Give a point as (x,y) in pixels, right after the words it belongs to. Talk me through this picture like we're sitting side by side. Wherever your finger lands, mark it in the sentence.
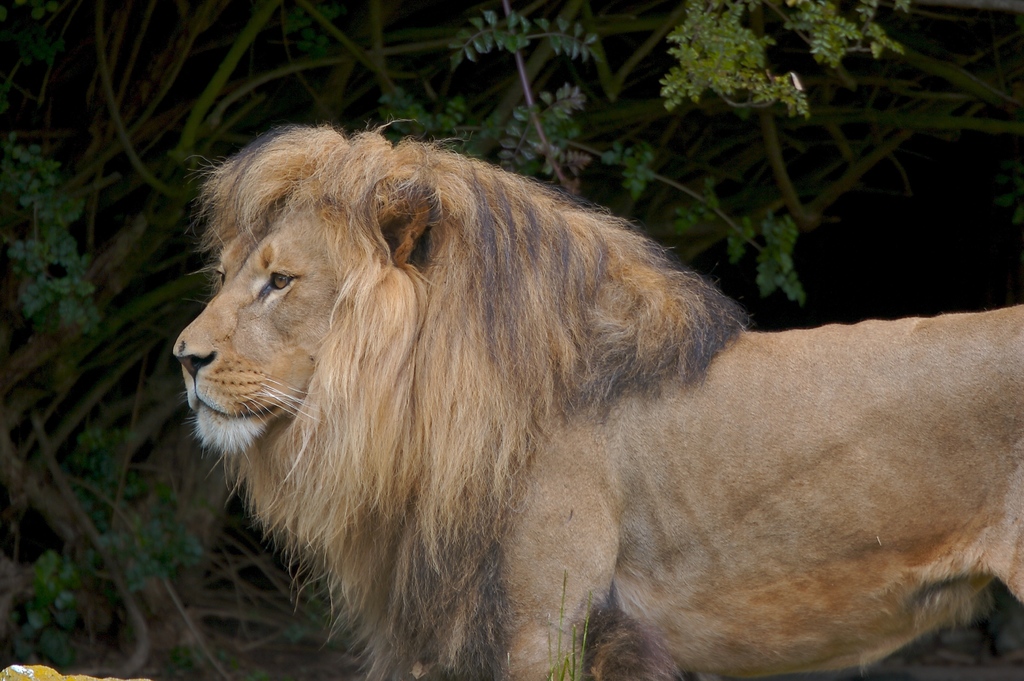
Here I can see a lion (296,383) facing towards the left side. In the background (375,90) there are some plants (333,108).
